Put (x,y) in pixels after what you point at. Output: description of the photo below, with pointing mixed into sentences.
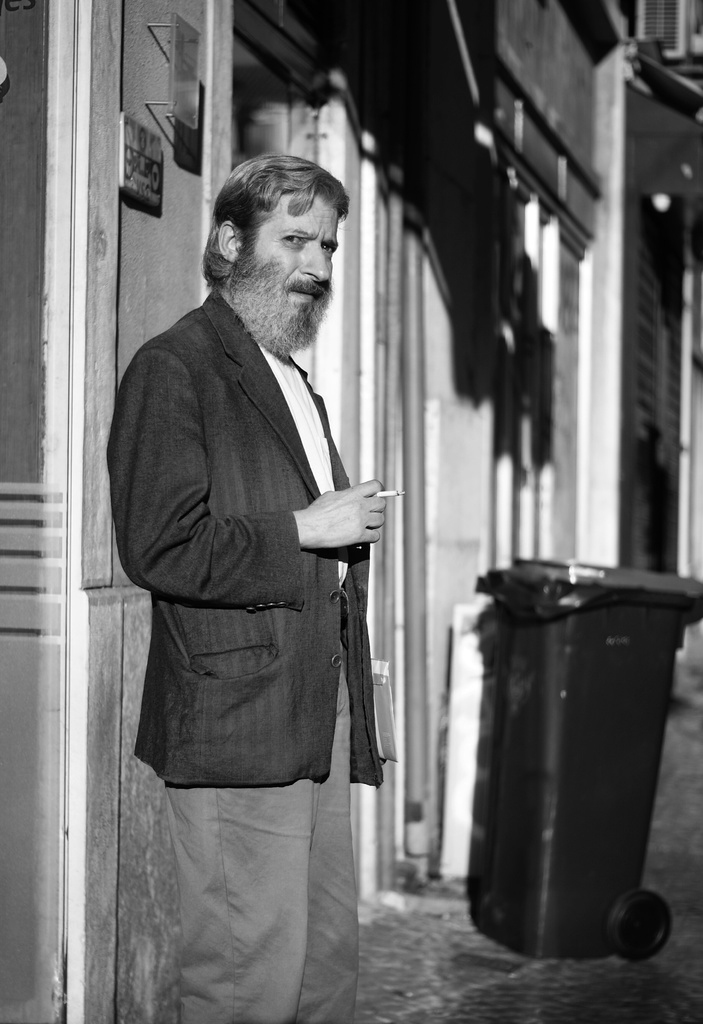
In this image we can see there is a person (254,445) standing and holding a cigarette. At the back (378,135) there is a building (467,187) and boards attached to it. And there is a dustbin (568,782) on the ground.
